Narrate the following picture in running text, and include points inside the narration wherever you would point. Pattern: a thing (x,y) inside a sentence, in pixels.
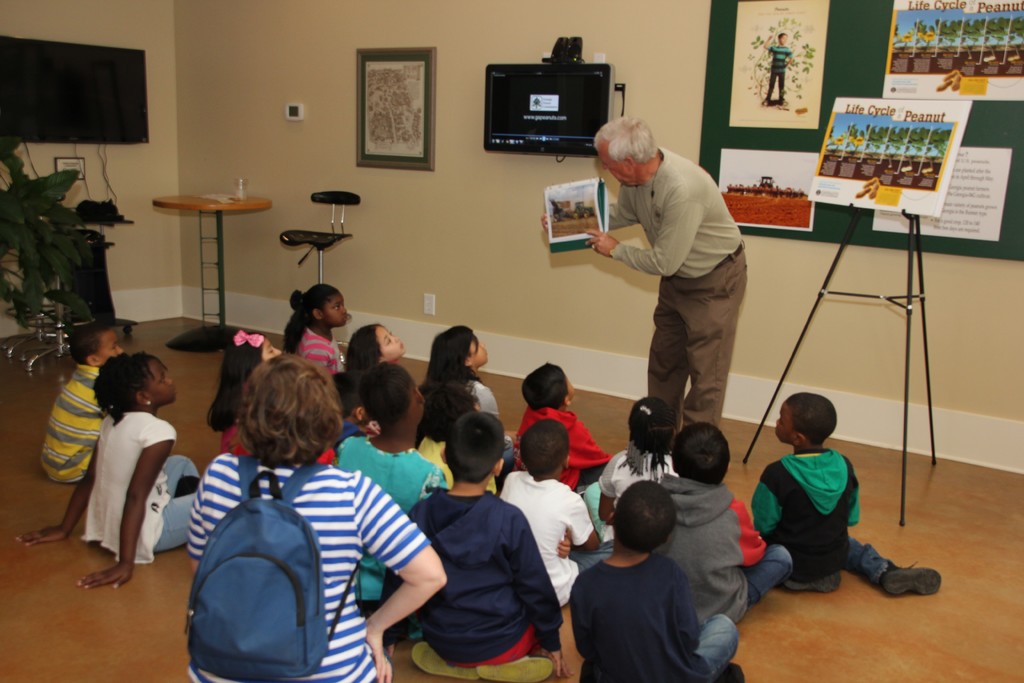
This picture describes about group of people (330,430), few are seated and a man (696,214) is standing, he is holding a book (594,212), beside to him we can find a board (910,176) on the stand (867,297), in the background (498,135) we can see a table (195,208), chairs (296,243) few televisions (578,80) and posters (766,111) on the wall (692,103), on the left side of the image (56,220) we can see few plants (31,216).
